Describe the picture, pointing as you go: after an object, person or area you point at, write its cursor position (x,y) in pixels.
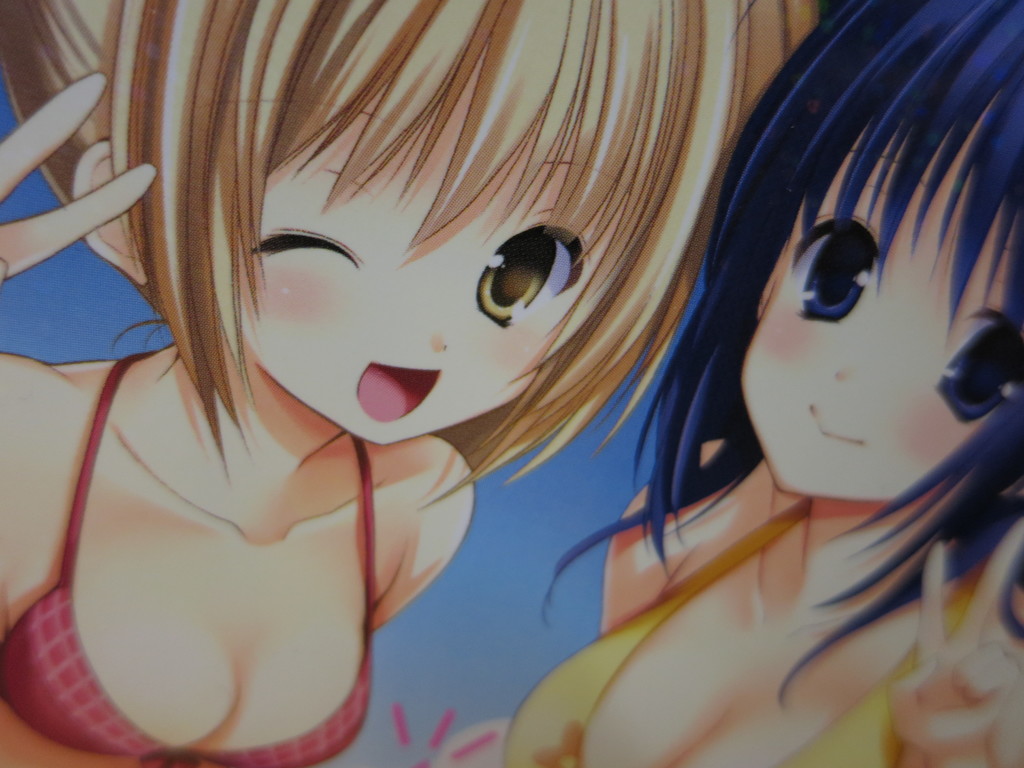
This is an animated image. Here we can see two women (435,397).
